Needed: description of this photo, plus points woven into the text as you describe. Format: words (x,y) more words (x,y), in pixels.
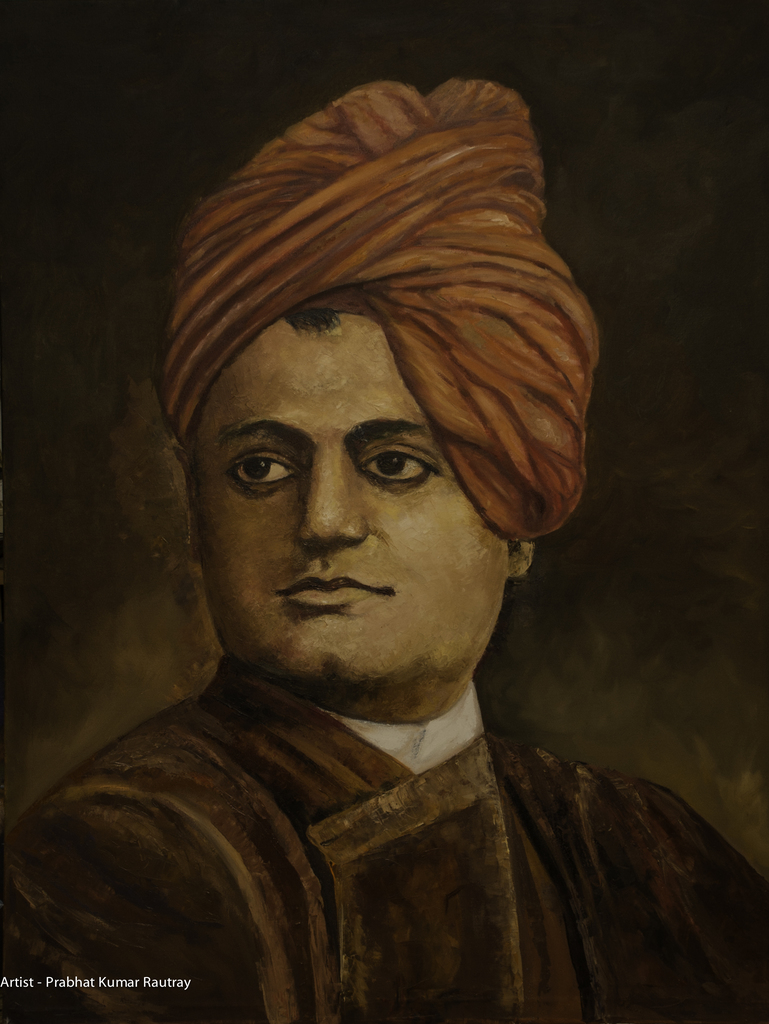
In this image I can see a painting (404,714) of a person (280,690). The background (697,731) is in black color. In the bottom left (95,983) I can see some text (133,986).
